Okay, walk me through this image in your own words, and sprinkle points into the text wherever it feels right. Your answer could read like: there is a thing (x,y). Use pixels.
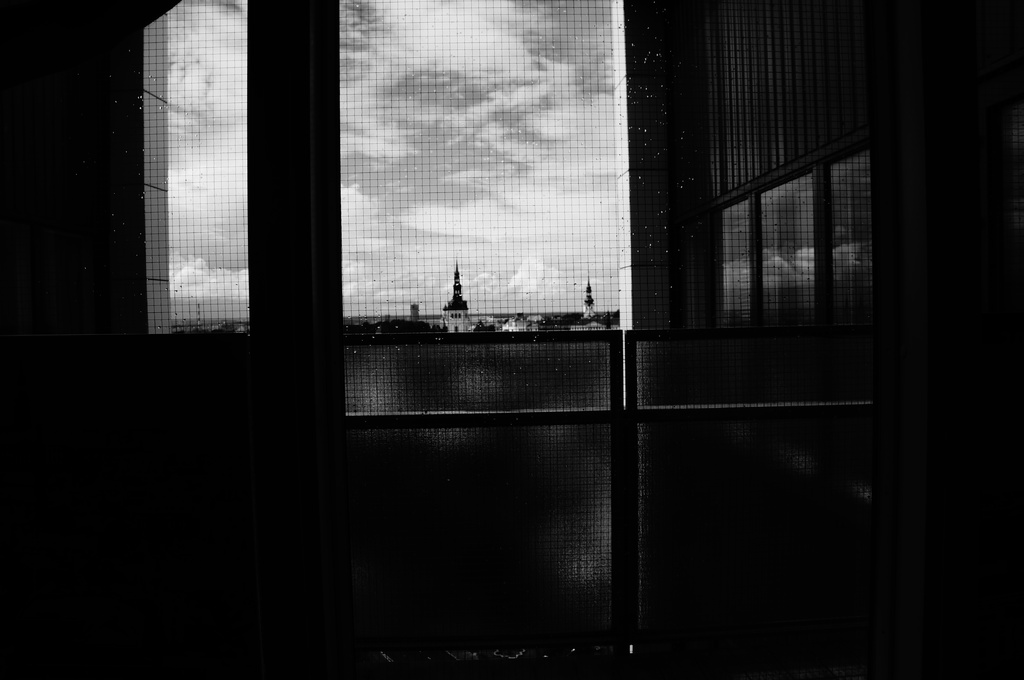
In this image in the front (437,485) there is the gate (479,470) and there is a fence (440,394), behind the fence (502,399) there are towers (461,305). On the right side (707,242) there are windows (815,252) and the sky (458,163) is cloudy. On the left side (133,131) there is a wall (147,174).
